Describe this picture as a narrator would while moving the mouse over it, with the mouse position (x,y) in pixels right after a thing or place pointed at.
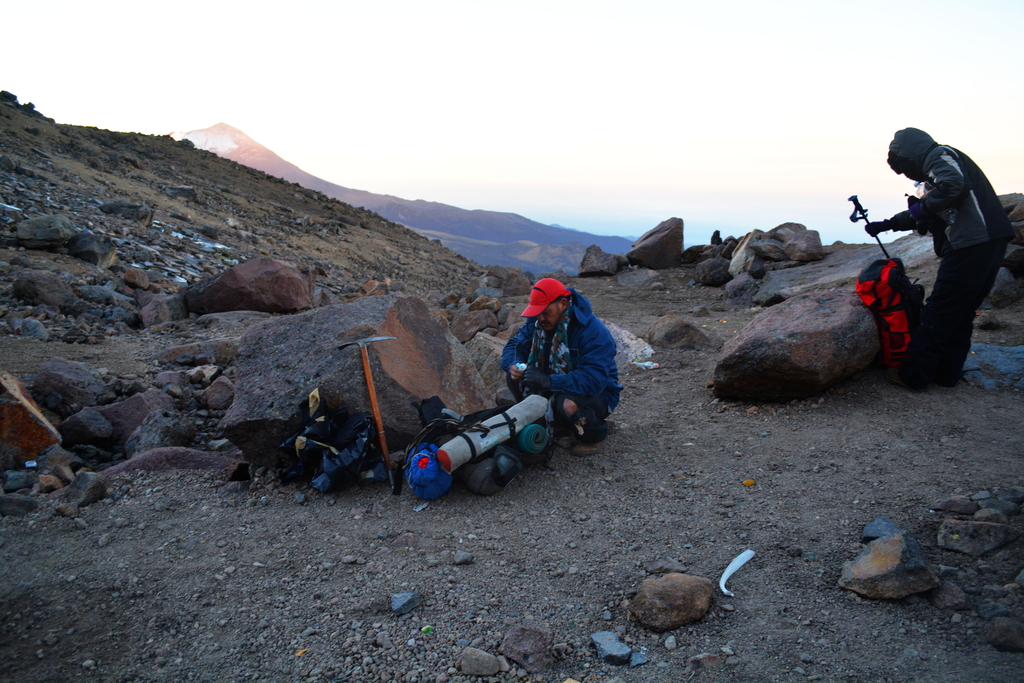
In this image we can see a man (561,407) is in squat position and another person (964,277) is standing and there are stones (859,339) and bags (464,420) on the ground (412,514). In the background (394,102) there are mountains (233,176) and the sky (456,113).
